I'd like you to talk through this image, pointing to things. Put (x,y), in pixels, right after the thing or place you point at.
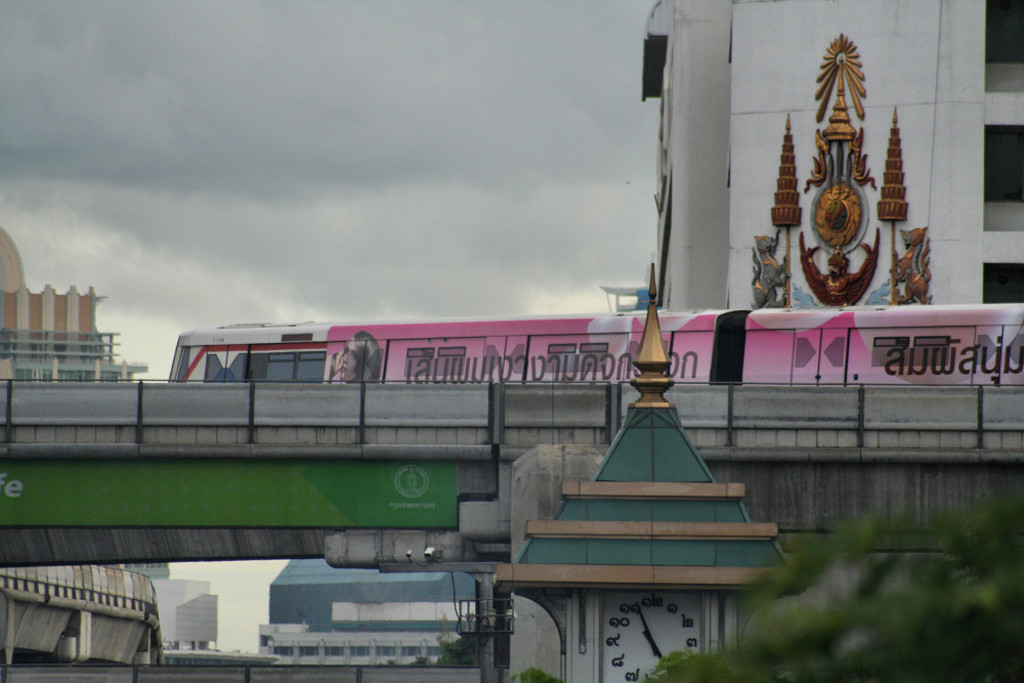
In the bottom right (761,575) there is a tree (869,610) and a clock tower (603,559), in the background (394,503) there is a bridge (545,417) on that bridge (895,415) there is a train (639,327) and there are buildings (275,580) and the sky (276,190).
